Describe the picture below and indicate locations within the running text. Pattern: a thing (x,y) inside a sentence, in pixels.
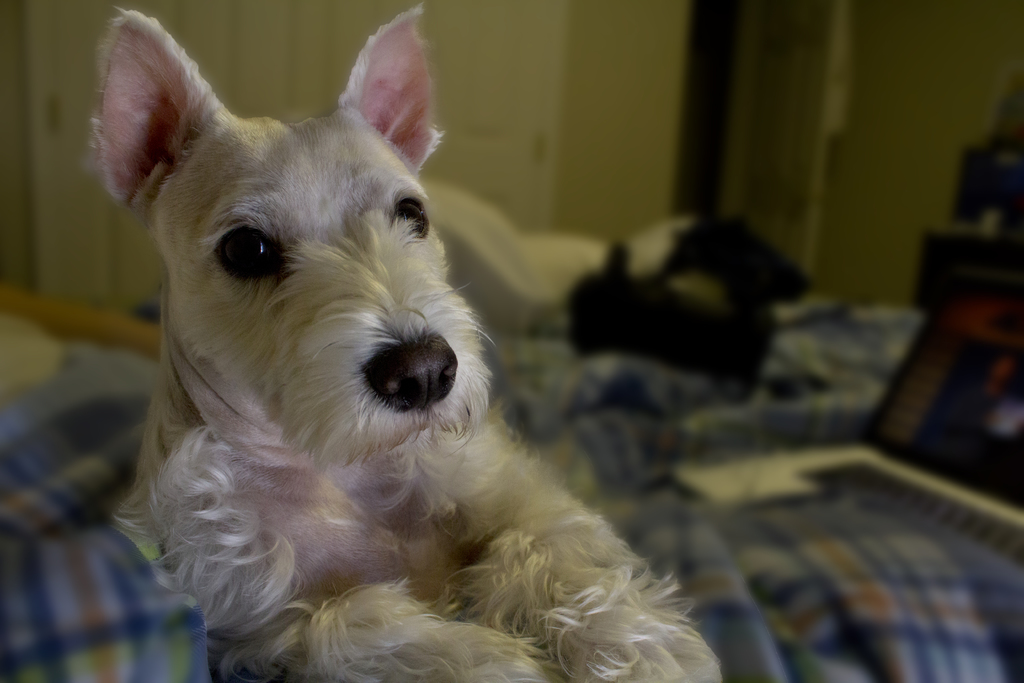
In the picture we can see a dog (574,633) on the bed (895,596) and behind it, we can see some things (540,245) on the bed (833,546) and in the background (557,195), we can see the door (531,92) and beside it we can see the cupboard (40,174).
